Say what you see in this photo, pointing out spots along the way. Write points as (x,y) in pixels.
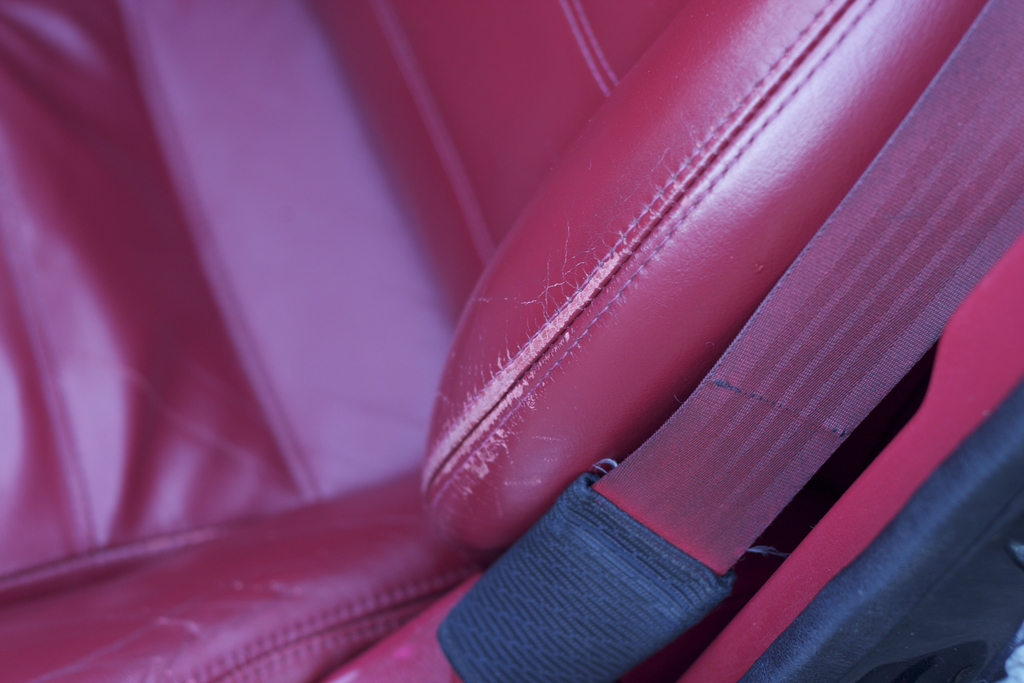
In this image we can see a seat (405,367) and there is a seat belt (652,540).
